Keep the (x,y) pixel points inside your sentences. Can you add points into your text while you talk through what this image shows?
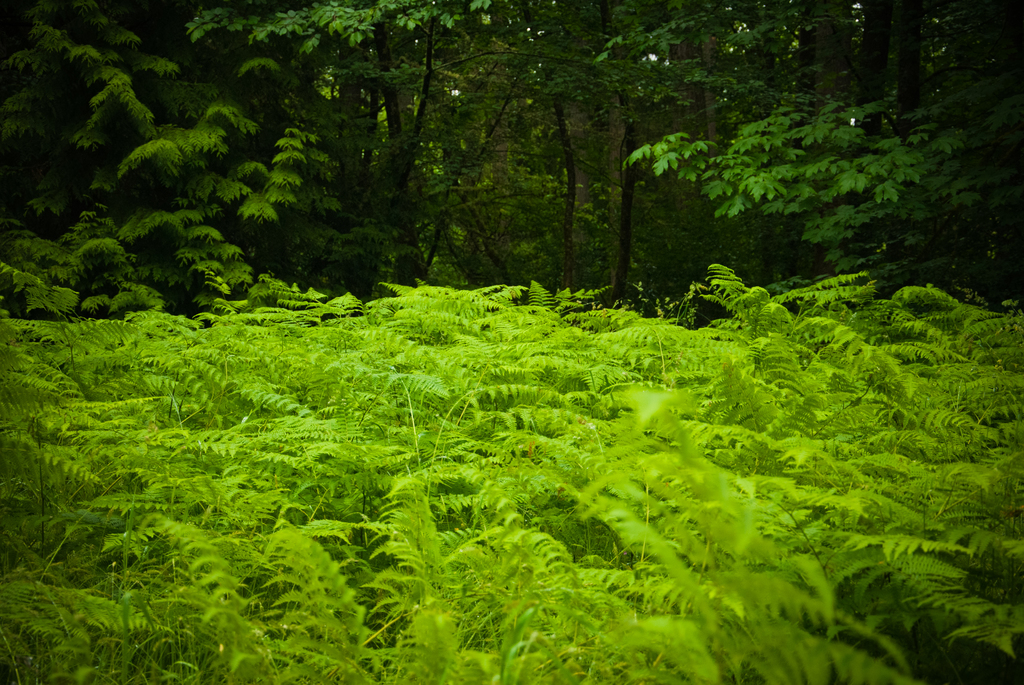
In this image I can see few trees (340,431) which are green in color and in the background (193,311) I can see few other trees (235,87) which are green and brown in color.
